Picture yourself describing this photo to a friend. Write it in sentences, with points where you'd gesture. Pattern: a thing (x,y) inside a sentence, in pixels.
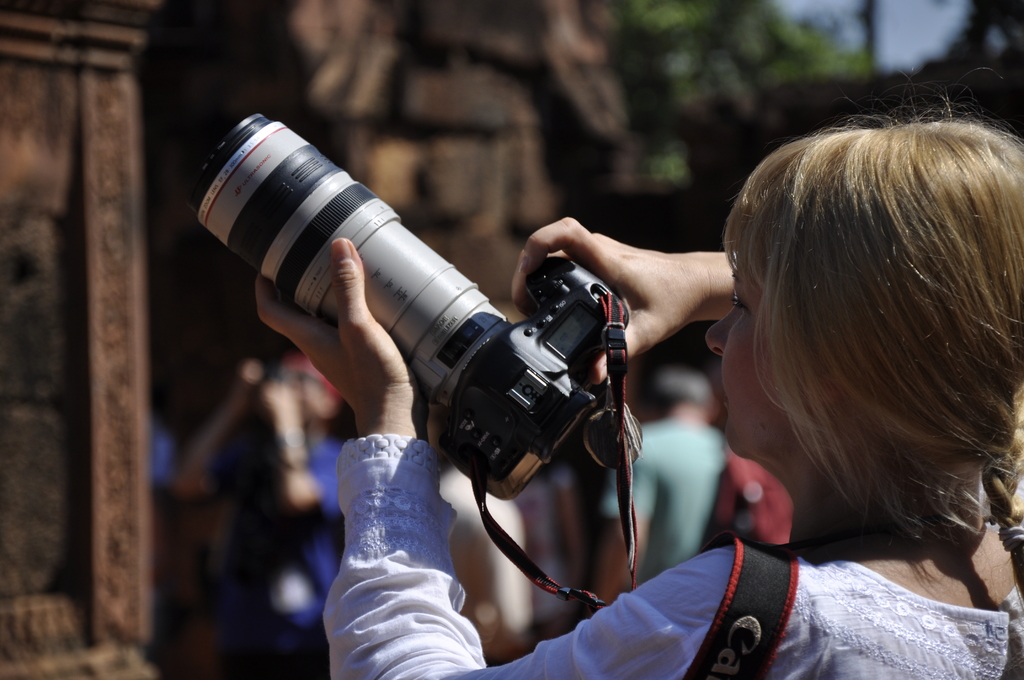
A person (459,639) is capturing photos. In front of her there are few people (693,493) and a tree (710,64).
